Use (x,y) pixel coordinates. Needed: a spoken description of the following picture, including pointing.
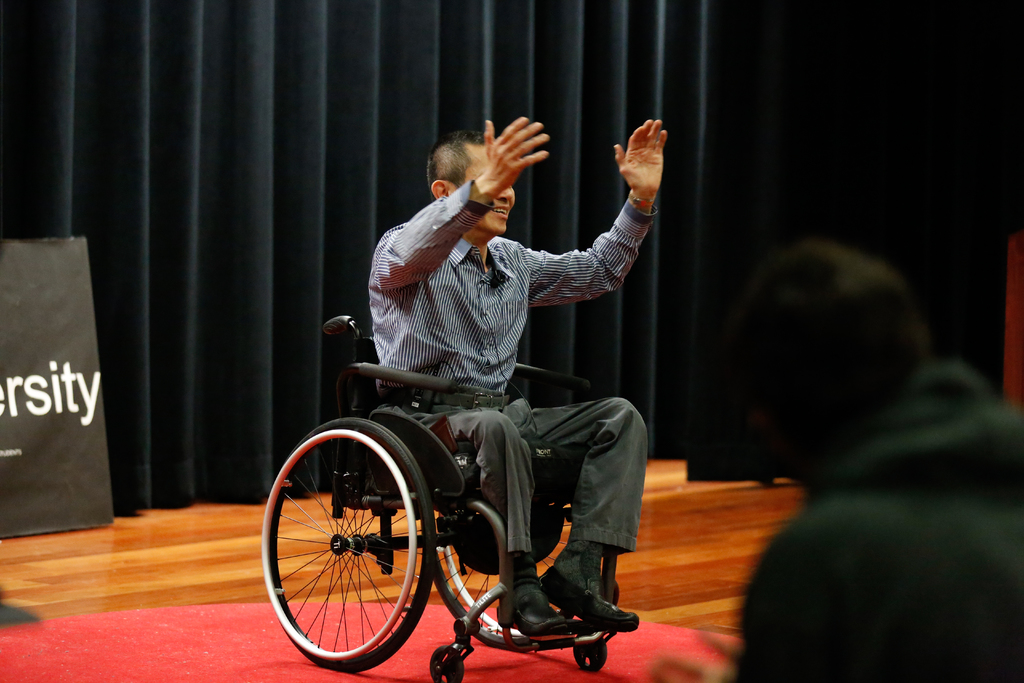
In the picture I can see one person (504,485) is sitting on the wheelchair (460,474) on red carpet (328,625), we can see one more person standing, back side we can see curtain (165,212).
